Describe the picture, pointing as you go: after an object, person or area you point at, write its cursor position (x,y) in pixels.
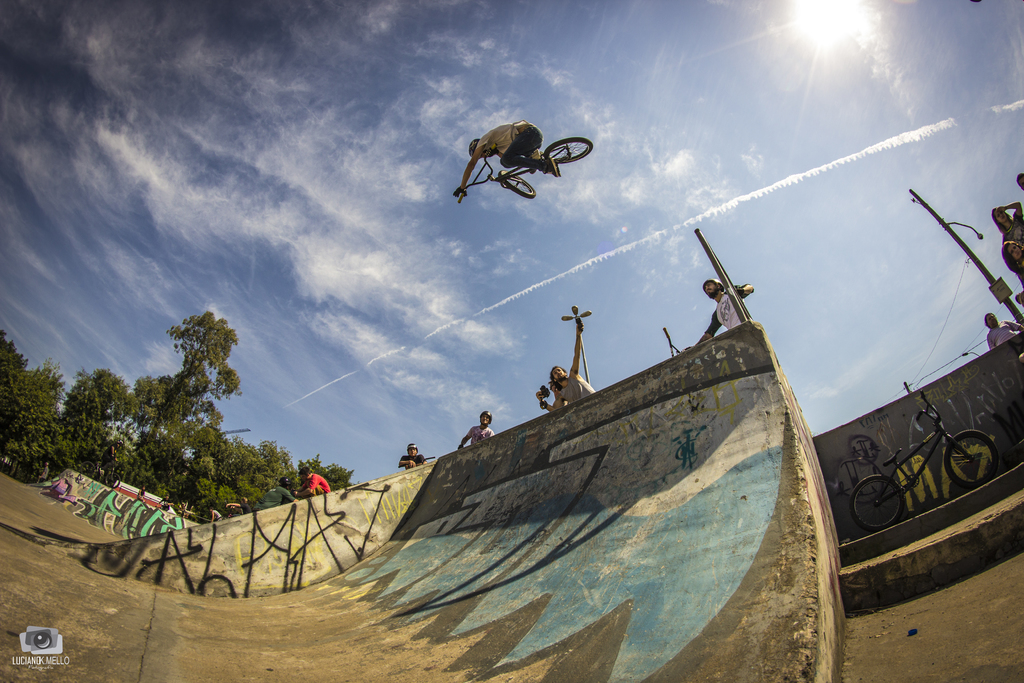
In this image I can see the person (503,148) with the bicycle (509,172). The person (478,149) is in the air (418,146). At the down I can see few more people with different color dresses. To the right (865,479) I can see the pole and the bicycle (878,519). In the background (260,465) I can see many trees (195,376), clouds (100,219), sun (811,17) and the sky (304,110).
